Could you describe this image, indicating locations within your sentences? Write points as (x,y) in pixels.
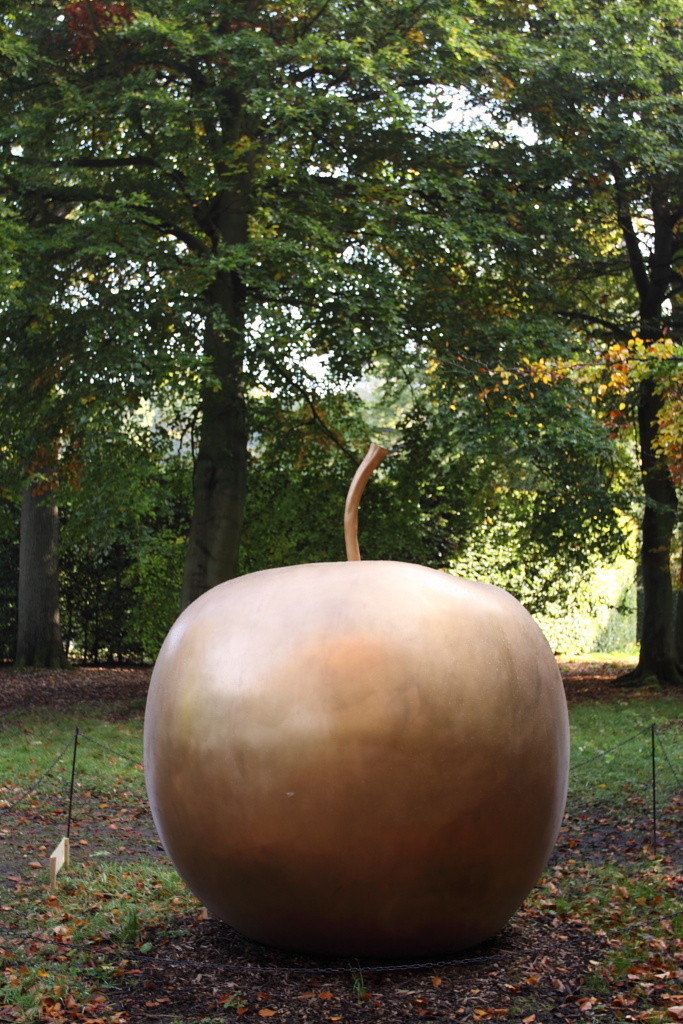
In this image I can see some object (369,606) in brown color. In the background (403,431) I can see few trees (526,272) in green color and the sky (453,94) is in white color.
